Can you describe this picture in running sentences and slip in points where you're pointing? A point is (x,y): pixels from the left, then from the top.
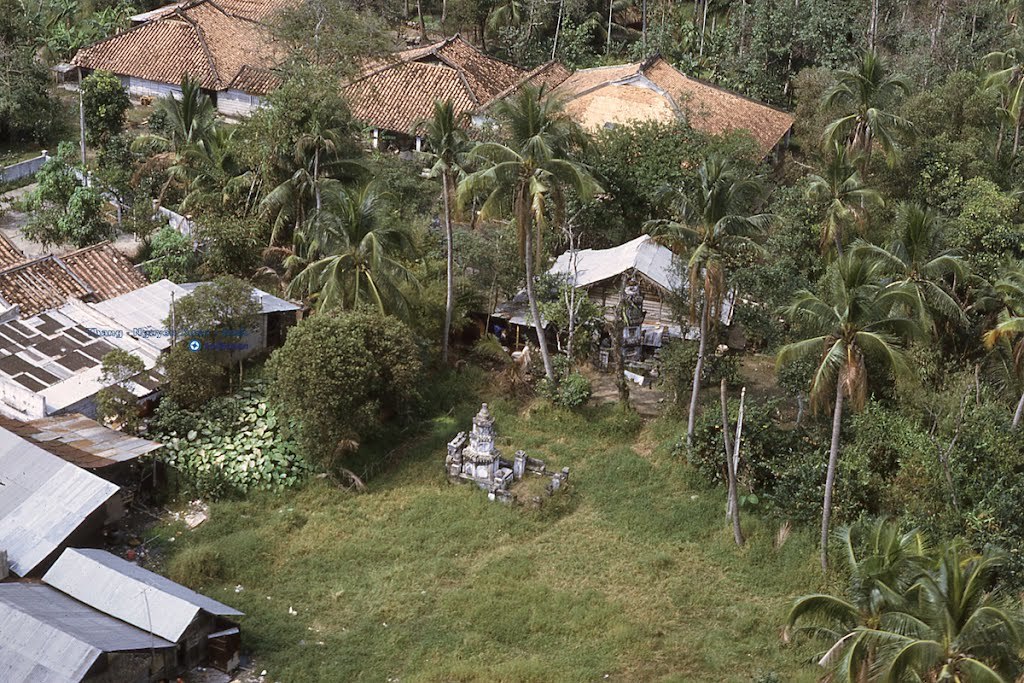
In the image there are a lot of houses (371,80) and huts (71,449), around the houses (261,289) there are many tall trees (1014,675) and grass (453,543).
